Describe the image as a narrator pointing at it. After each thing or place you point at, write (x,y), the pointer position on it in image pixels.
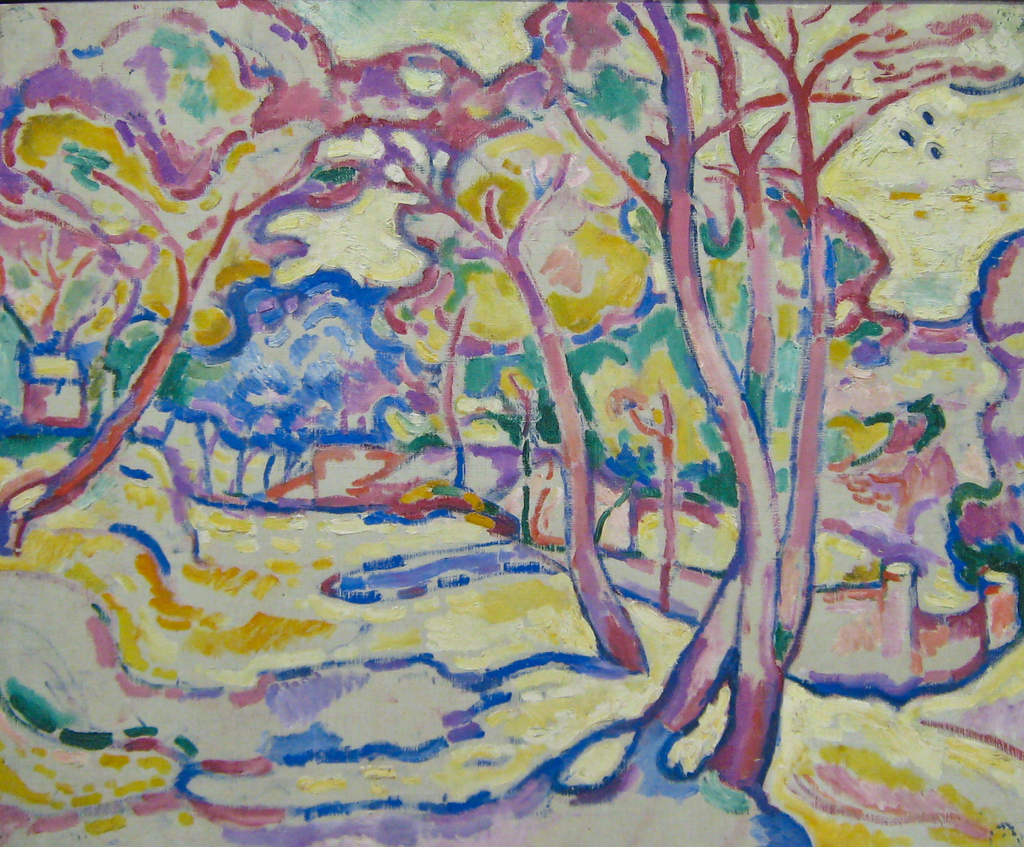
In the picture we can see painting (470,430) of some trees (799,517).
